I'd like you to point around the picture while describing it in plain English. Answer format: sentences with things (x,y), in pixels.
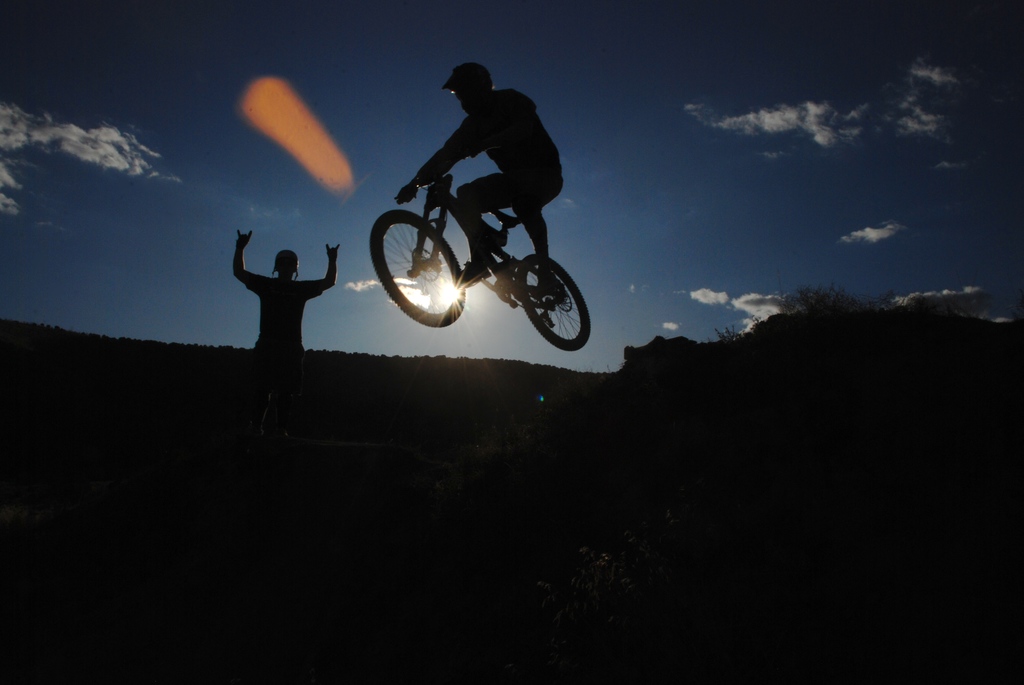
In the middle of this image (506,258) there is a person (474,149) riding a bicycle (530,294) in the air (482,286). On the left side (272,308) one person (287,315) is standing. At the bottom (604,478) there are few plants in the dark. At the top of the image (570,94) I can see the sky (557,108) and clouds (101,147).
